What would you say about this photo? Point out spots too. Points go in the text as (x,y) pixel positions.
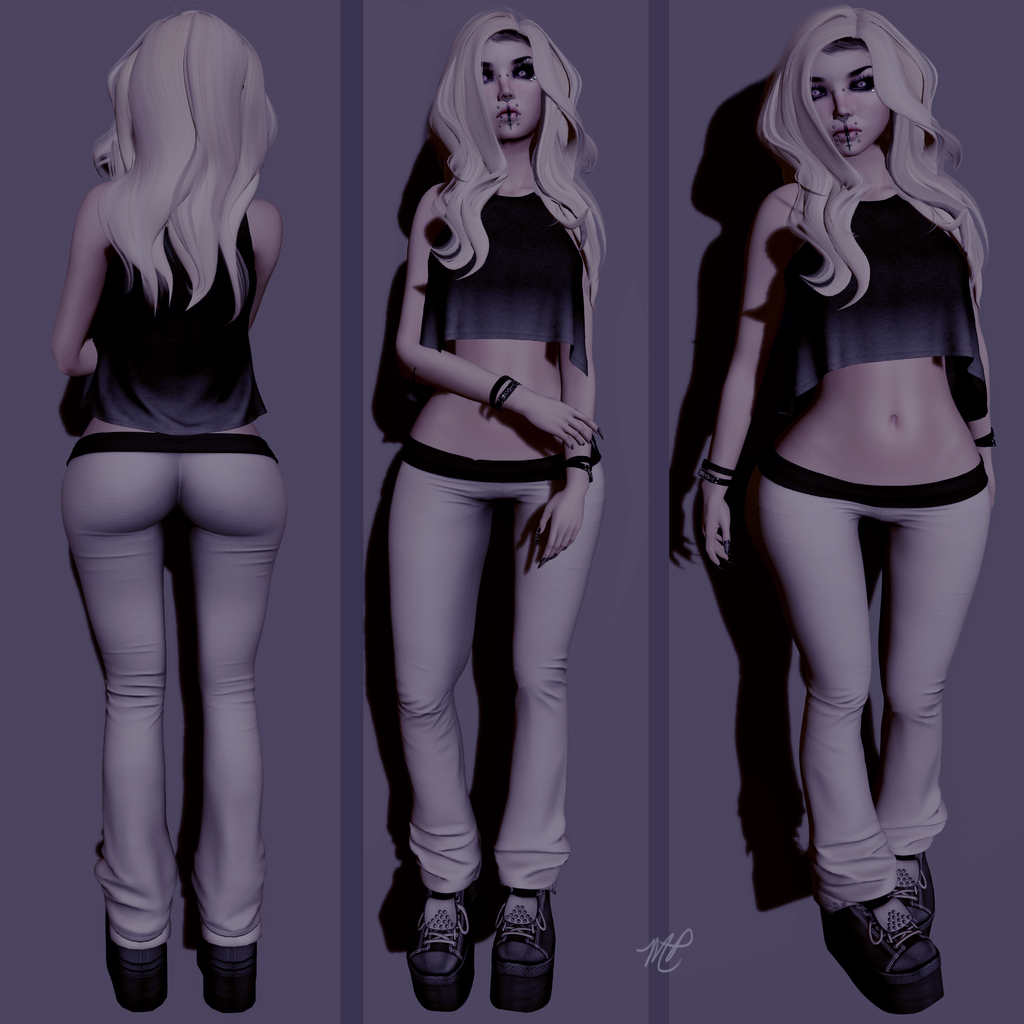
This is an animated picture. Here we can see the same woman (429,429) in three images.
